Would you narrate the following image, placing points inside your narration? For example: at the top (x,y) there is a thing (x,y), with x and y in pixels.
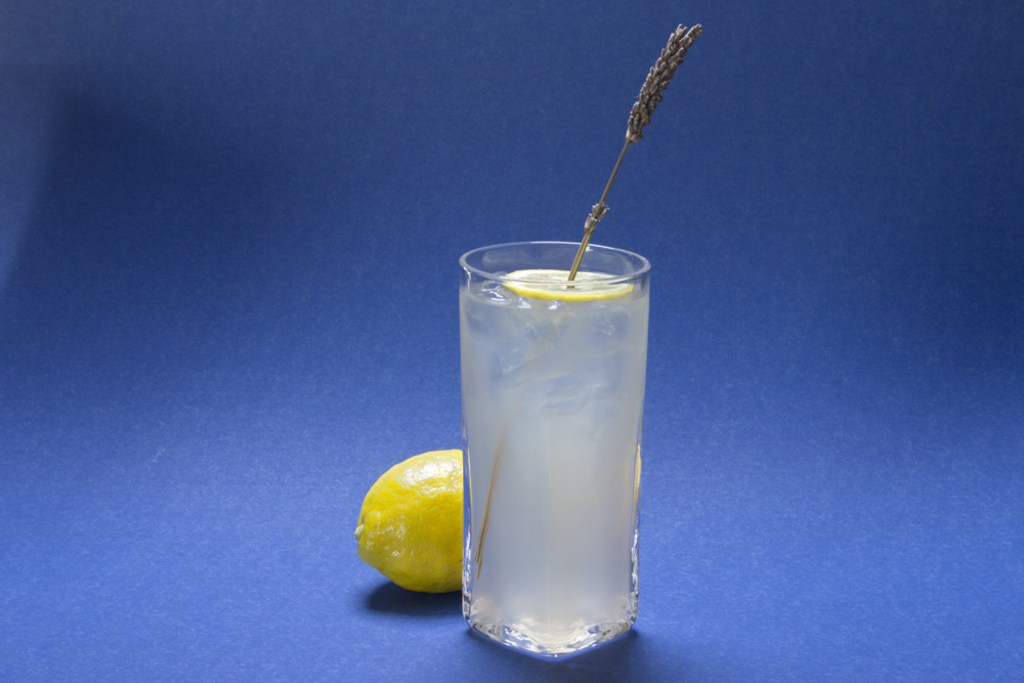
In the image on the blue surface (366,94) there is a glass (532,421) with drink (563,495). On the drink (550,370) inside the glass (561,349) there is a lemon slice (542,270) with stick (616,173). Behind the glass (477,535) there is a lemon (402,548).
